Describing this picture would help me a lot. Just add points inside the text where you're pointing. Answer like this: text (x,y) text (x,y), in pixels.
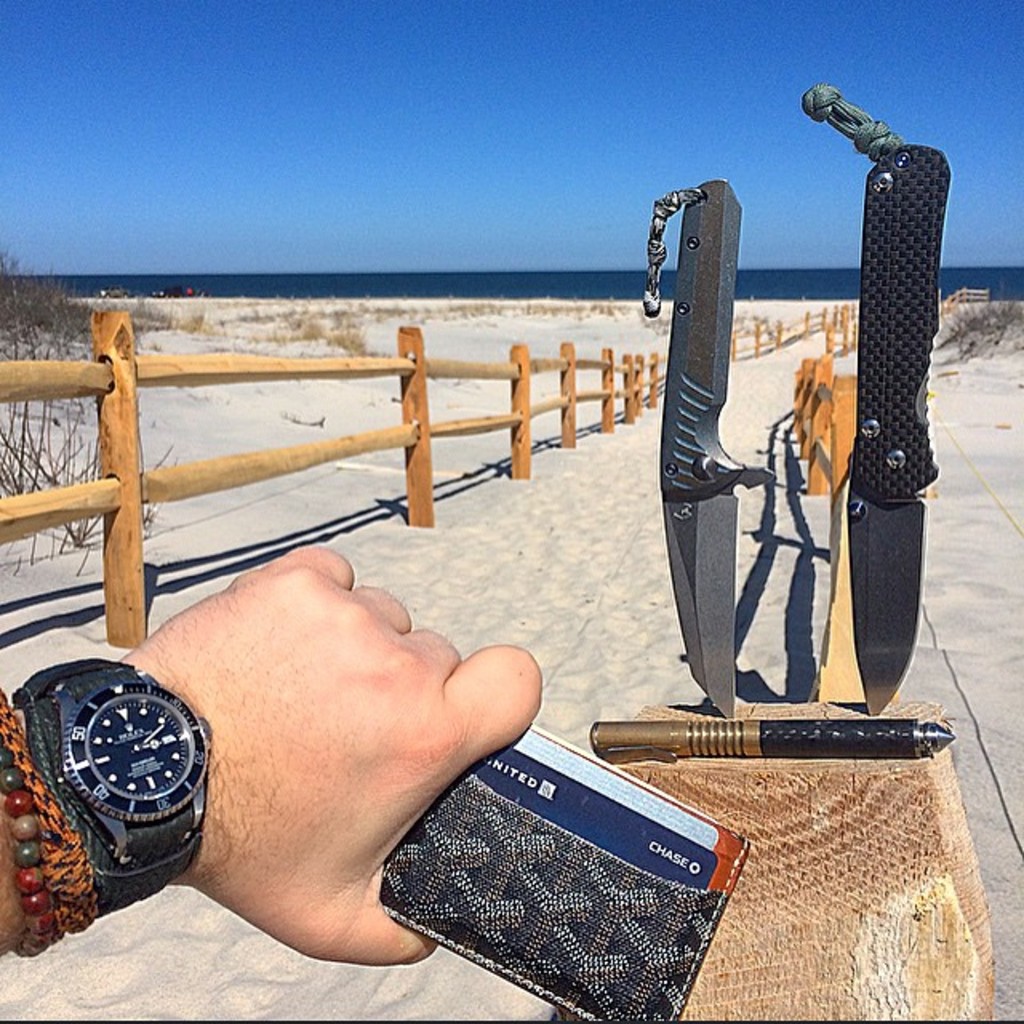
In this image we can see a human hand (518,731) holding an object (426,828) and we can also see knives (730,681), wooden railing (524,443), plants (63,304) and sky (958,10).
